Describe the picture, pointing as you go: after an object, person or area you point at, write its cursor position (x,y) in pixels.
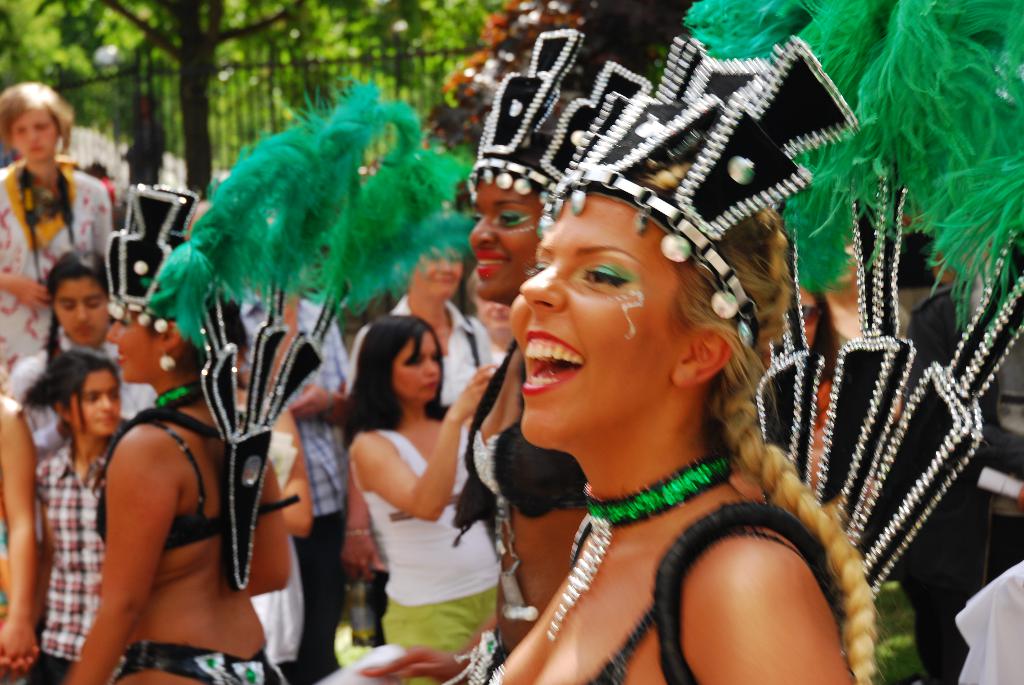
In the image in the center (579,234) we can see three persons (726,482) were standing and they were in different costumes (256,395). And they were smiling, which we can see on their faces (669,316). In the background (238,34) we can see trees (12,55), few people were standing, fence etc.
